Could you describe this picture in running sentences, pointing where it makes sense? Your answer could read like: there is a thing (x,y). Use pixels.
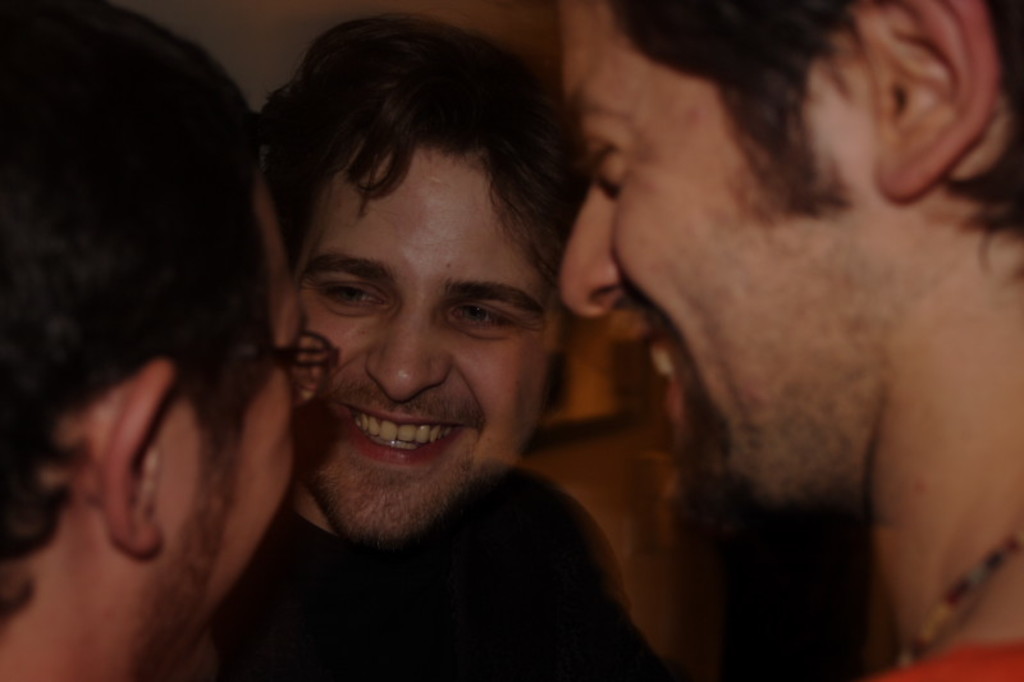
In the center of the image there are people (842,383). In the background of the image (258,58) there is a wall (248,42).
